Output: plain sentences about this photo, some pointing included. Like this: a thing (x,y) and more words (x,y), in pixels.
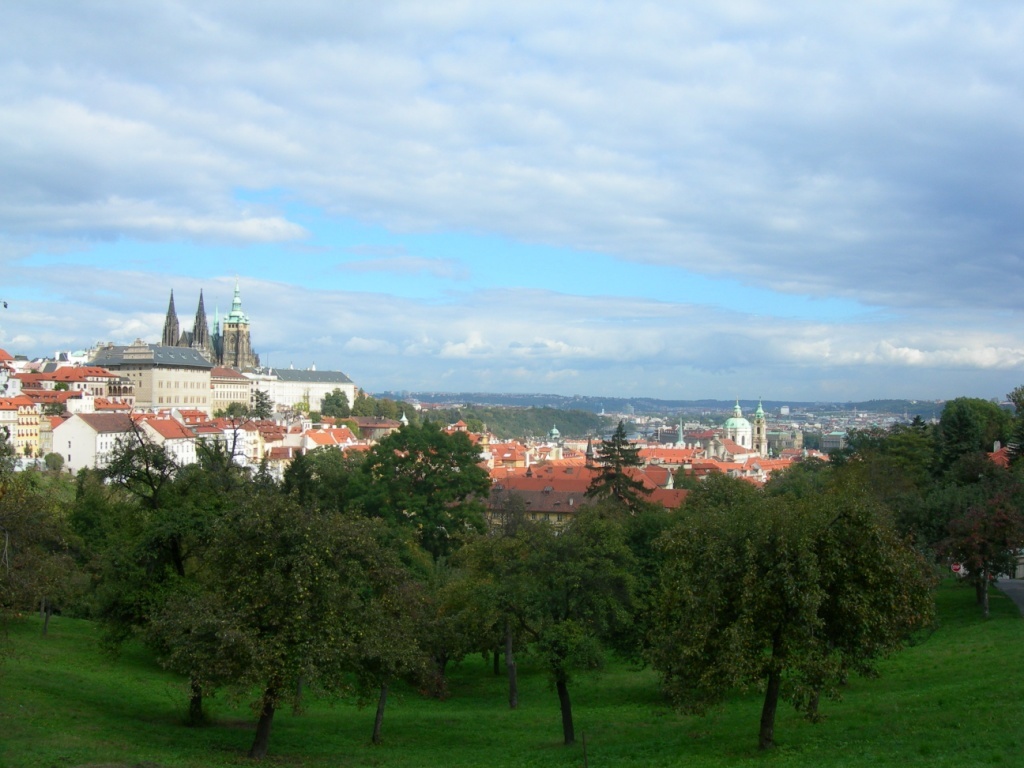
This is the picture of a city (491,398). In this image there are buildings (557,459) and trees (271,546). At the top (404,244) there is sky (457,244) and there are clouds (586,193). At the bottom (629,701) there is grass (450,704).
